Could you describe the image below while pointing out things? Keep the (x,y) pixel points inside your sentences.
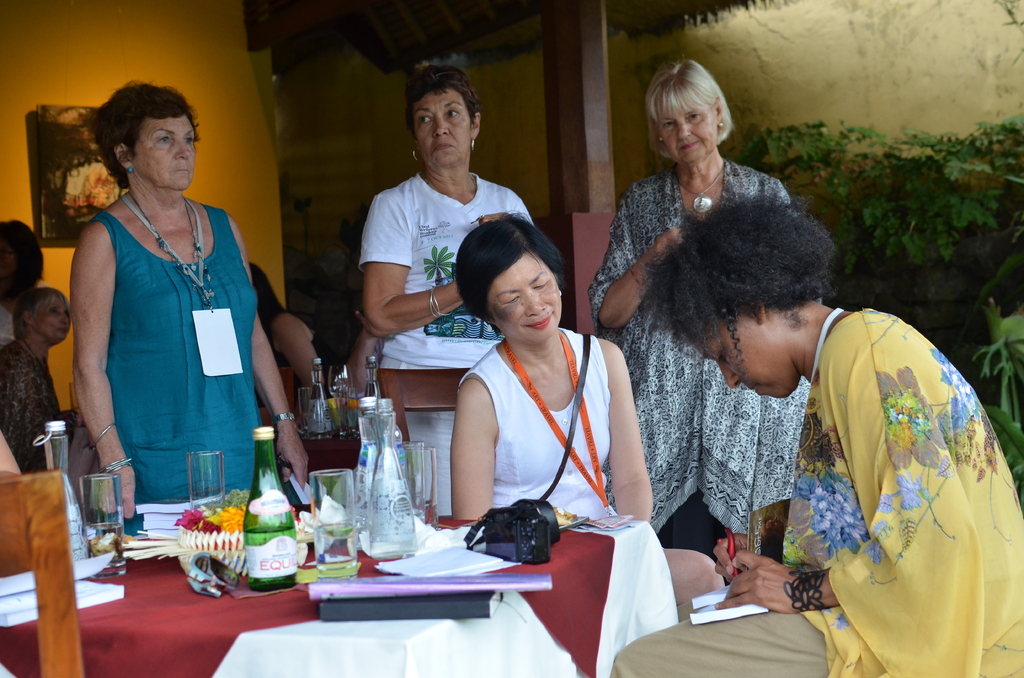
There are three women (446,182) standing and two women (826,510) sitting on the chairs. This is the table (235,625) covered with the cloth (446,653). This is the camera (524,552), bottle (283,573), glass tumbler (323,545), flowers (215,529), files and papers (419,569) placed on the table (168,617). At background (35,358) I can see three people (37,302) sitting. This is the frame (54,143) attached to the wall (16,86). This looks like the wooden pillar (572,159). These are the trees (880,170).
